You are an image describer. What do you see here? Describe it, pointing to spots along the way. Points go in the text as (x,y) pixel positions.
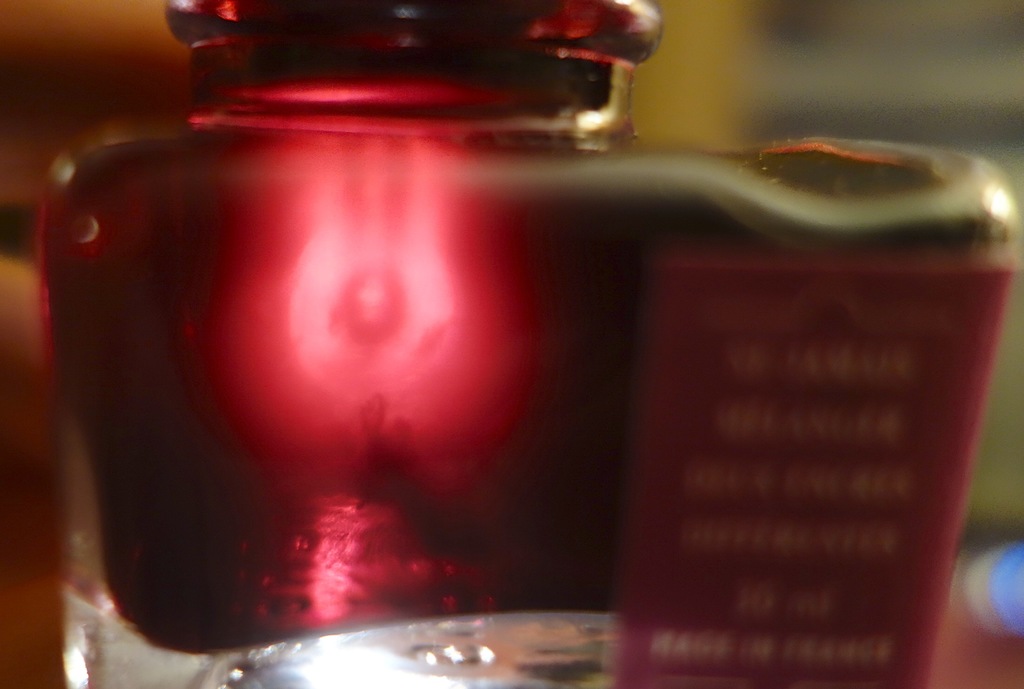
In this image I can see a red color bottle (292,217).
